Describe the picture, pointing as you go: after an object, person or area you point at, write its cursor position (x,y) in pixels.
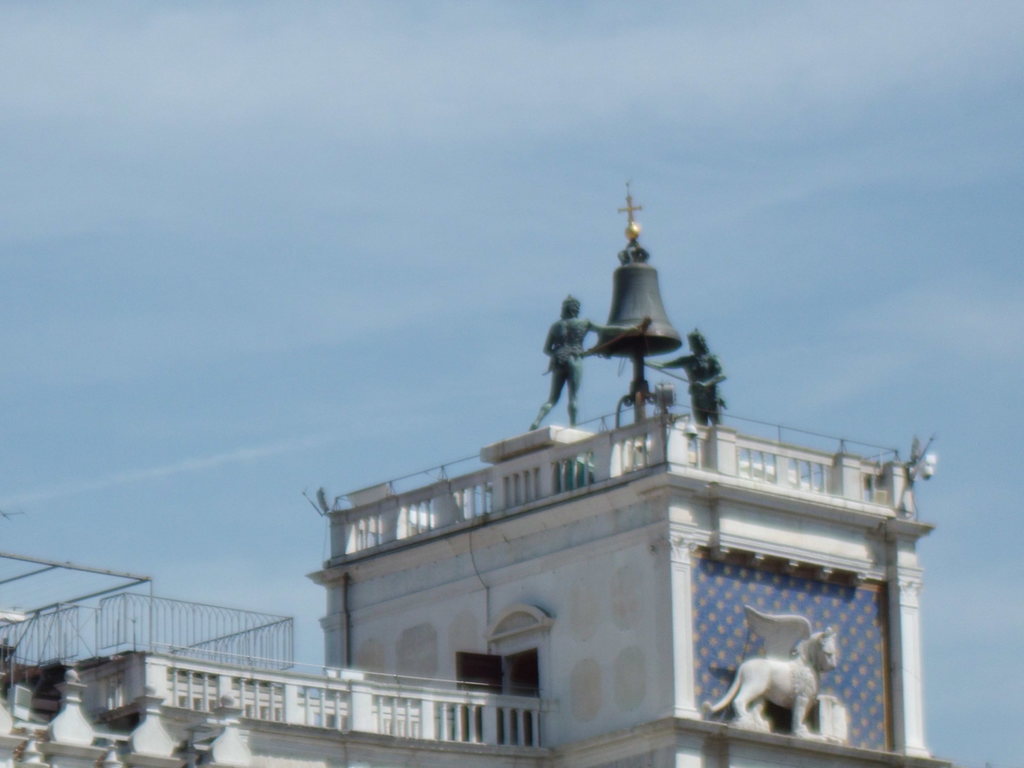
In the picture I can see statues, a bell (613,349) and a sculpture (758,670) on the building (609,626). I can also see white color fence (336,704) and some other metal objects (150,616) on the building (256,680). In the background (192,260) I can see the sky (195,251).
